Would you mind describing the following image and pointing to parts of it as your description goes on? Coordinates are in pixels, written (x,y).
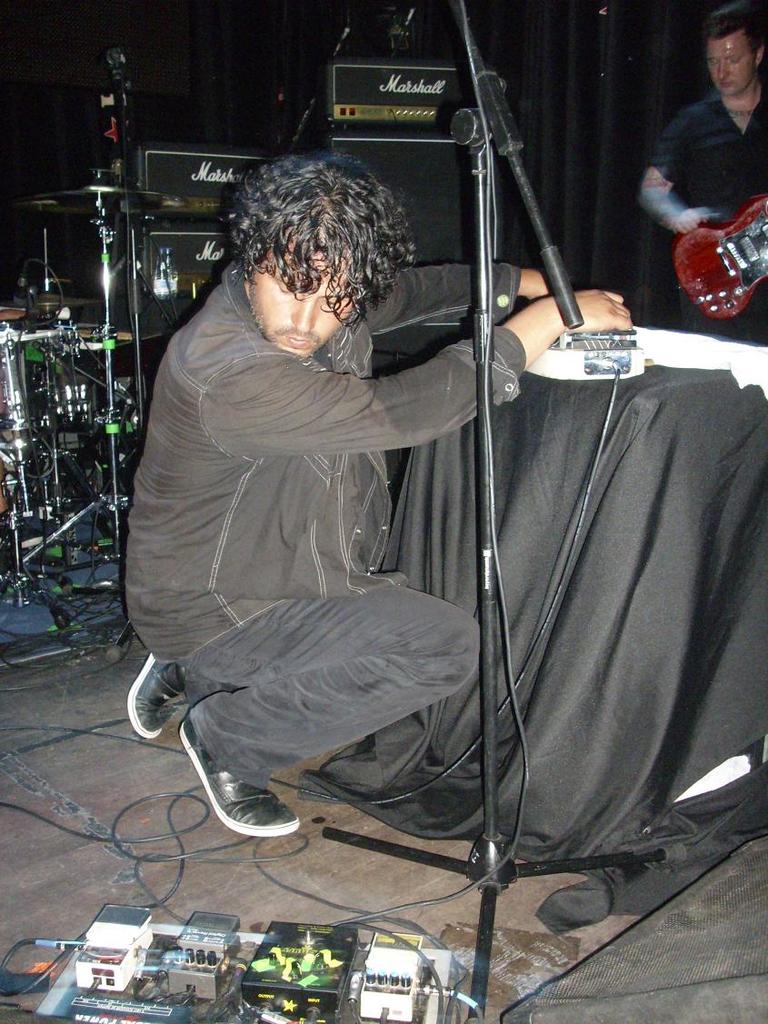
In this picture there is a boy (177,527) bending on the floor (278,889), he is operating some electrical device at the right side of the image (618,339) on the table (447,802), there is a mic (450,857) in front of the boy (211,785) and there is a drum set (105,327) at the left side of the boy (184,331).
